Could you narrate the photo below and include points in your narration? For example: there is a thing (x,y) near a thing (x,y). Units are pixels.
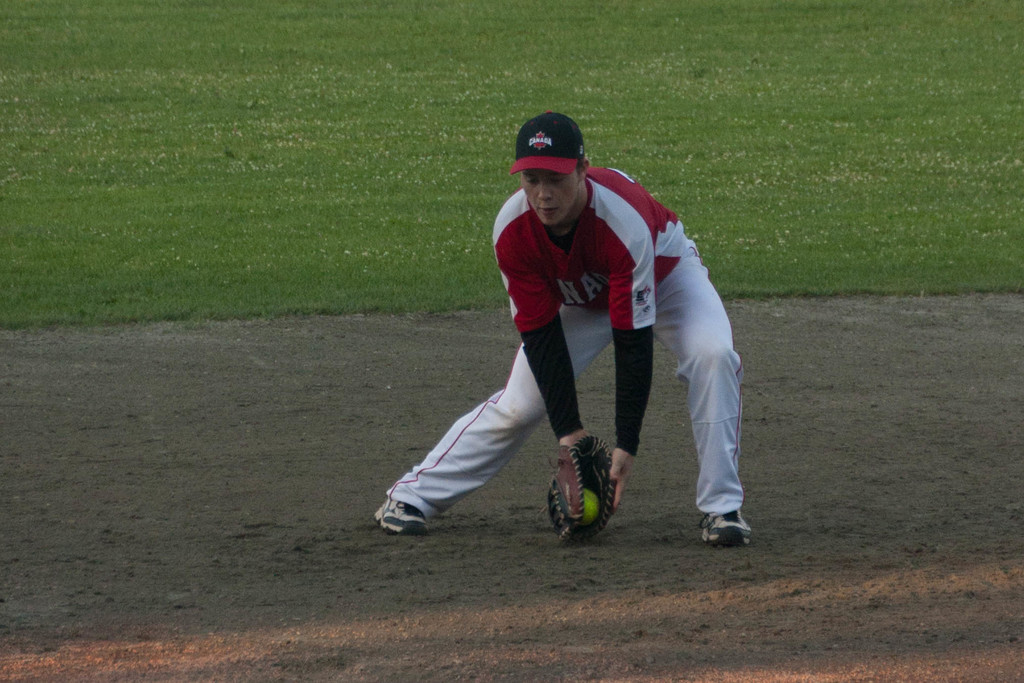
In this picture I can observe a baseball player (571,419) in the middle of the picture (561,371). He is wearing red and white color jersey (543,256) and a cap (541,162) on his head (553,177). I can observe a glove (573,458) to his hand (569,441). In the background (404,270) I can observe some grass (265,151) on the ground (533,109).
